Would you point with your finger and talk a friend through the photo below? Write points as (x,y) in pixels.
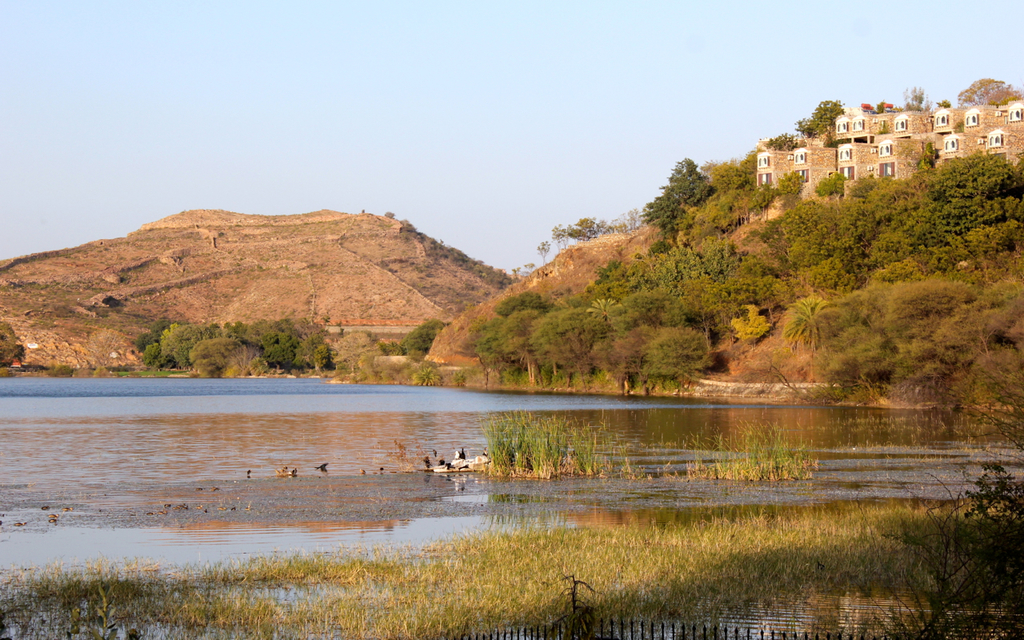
In the foreground of the picture (469,488) there are birds (446,465), plants (985,511) and water (394,420). In the center of the picture (342,268) there are hills (747,229), buildings (928,136) and trees (794,297). Sky (406,163) is clear and it is sunny.
